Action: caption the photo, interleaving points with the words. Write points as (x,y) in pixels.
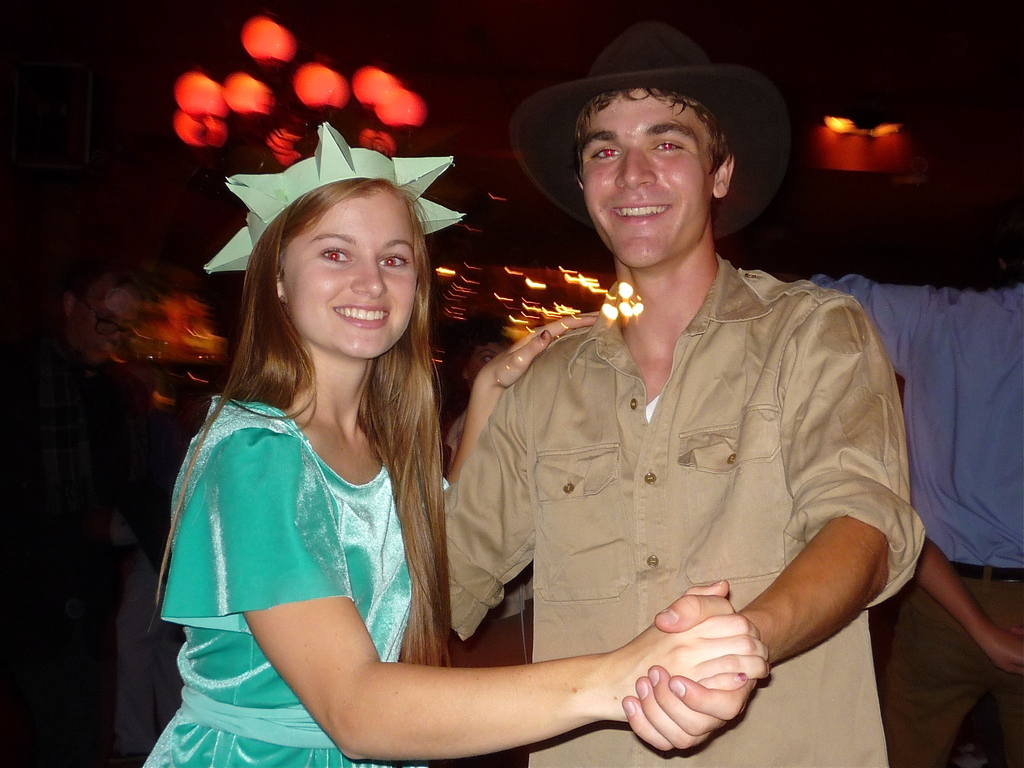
In the center of the image (402,382) we can see man (724,363) and woman (253,482) standing. In the background (943,710) we can see lights (242,112), person (935,580), cloth (943,339) and wall (858,78).
